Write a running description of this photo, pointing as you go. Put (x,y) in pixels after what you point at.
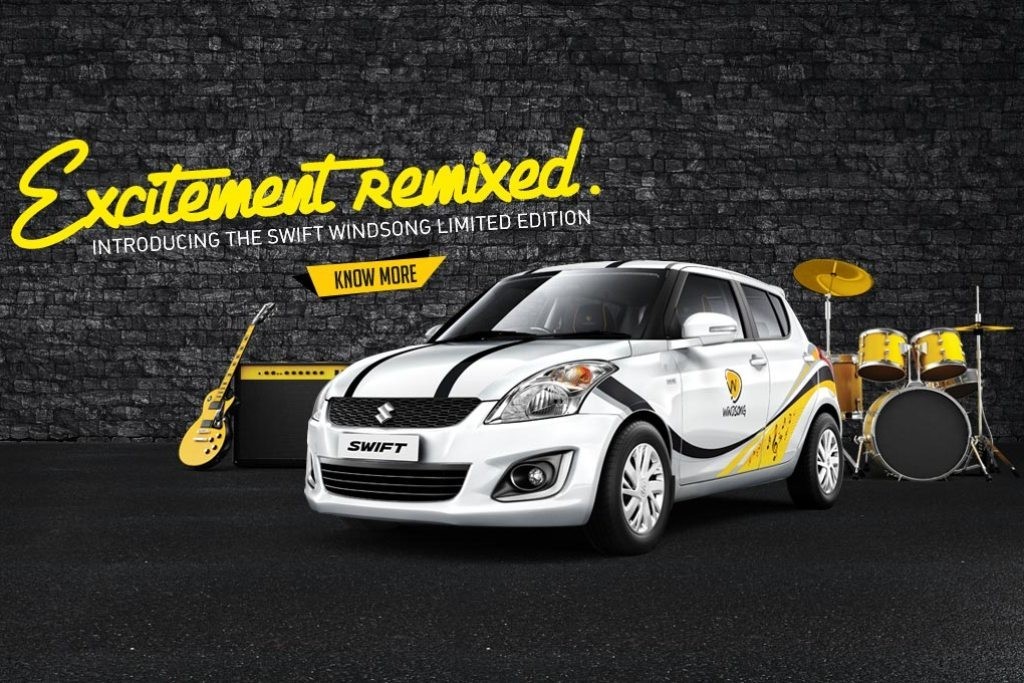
In the image there is a car (571,400). On right side (842,359) there are some musical instruments (912,346), on left side (229,374) we can see a guitar (223,404) and speakers (267,402). In background (159,301) we can see a wall (147,298) on which it is labelled as 'EXCITEMENT REMIXED'.
